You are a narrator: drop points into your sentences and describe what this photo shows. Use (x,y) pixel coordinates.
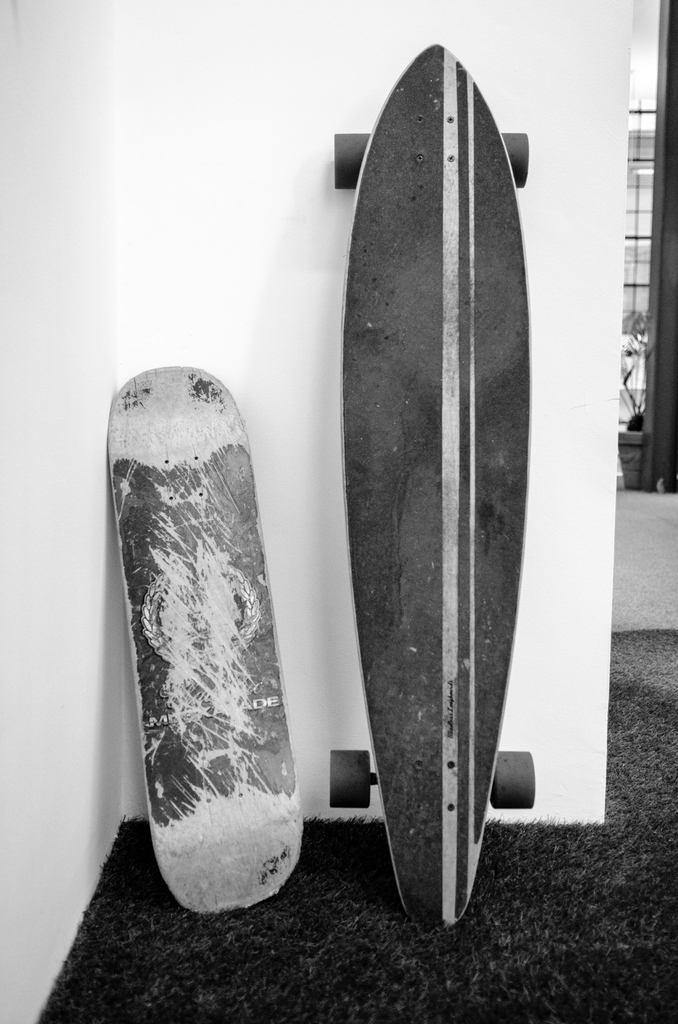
This is a black and white pic. Here we can see a two different types of skateboards (353,607) on the wall (593,374) and floor (416,966). In the background (636,431) we can see a window (631,164) and a houseplant (639,465).
